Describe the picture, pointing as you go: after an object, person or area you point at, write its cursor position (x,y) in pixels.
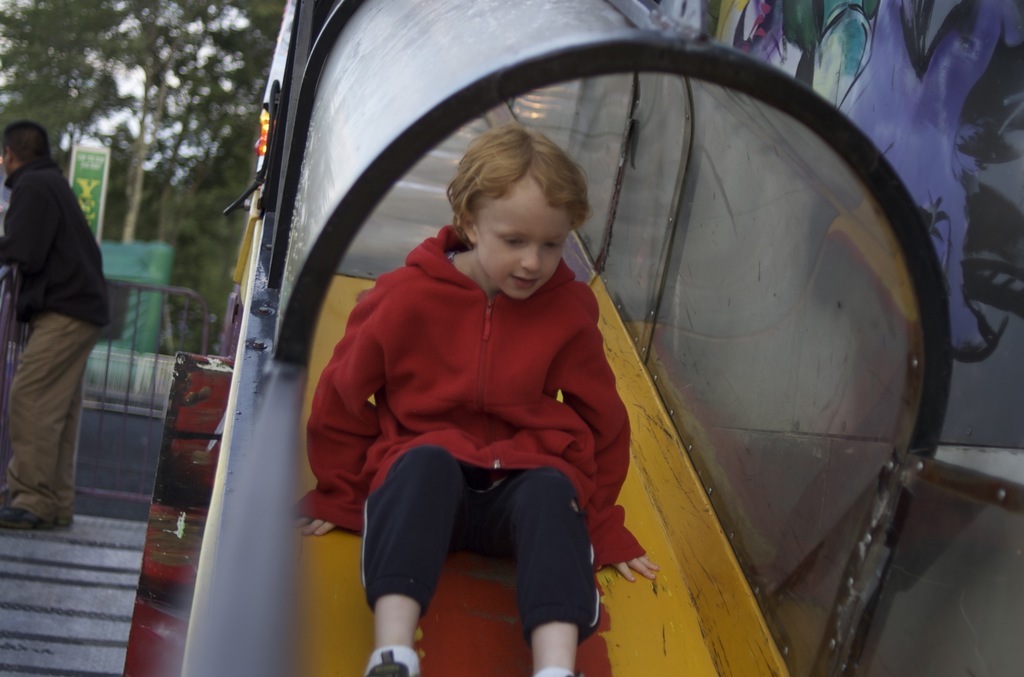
This is a boy (385,393) sliding down from the slider (657,462). This looks like a tunnel (560,73). I can see a person (52,425) standing here. In the background (89,39), I can see the trees (169,161). This looks like a board (94,177).
